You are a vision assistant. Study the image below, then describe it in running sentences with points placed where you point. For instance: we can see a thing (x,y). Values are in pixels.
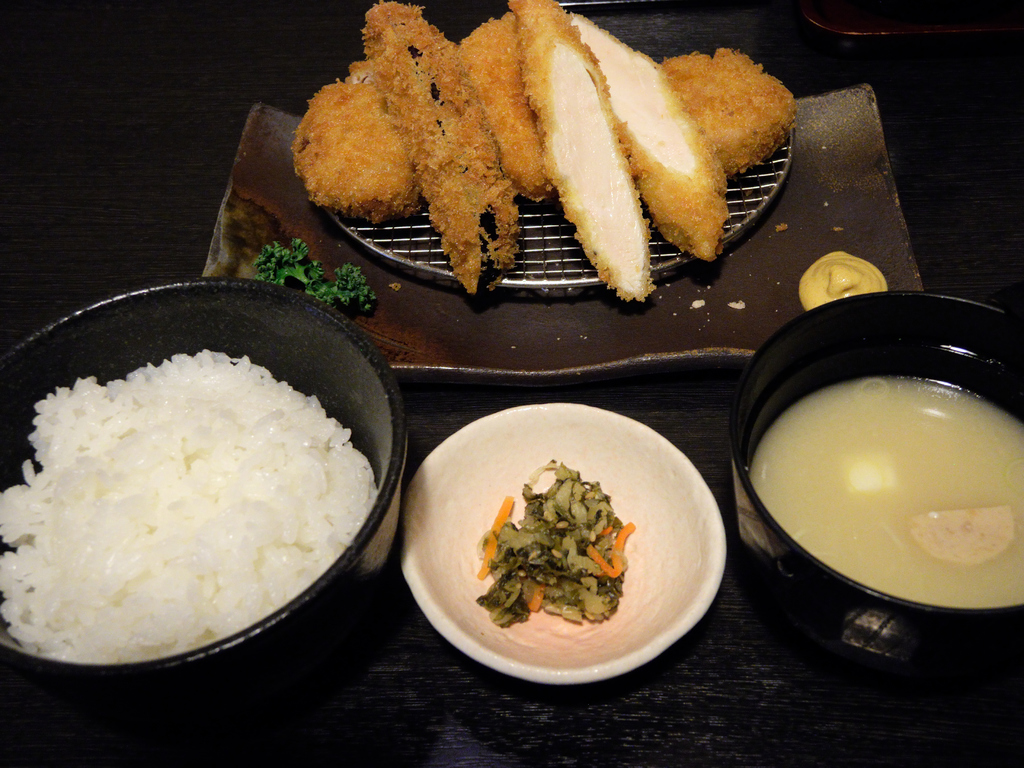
In this image we can see some food items (505,528) in the bowls (690,488). And we can see some non-veg pieces (598,162) kept on the grill (599,288).
